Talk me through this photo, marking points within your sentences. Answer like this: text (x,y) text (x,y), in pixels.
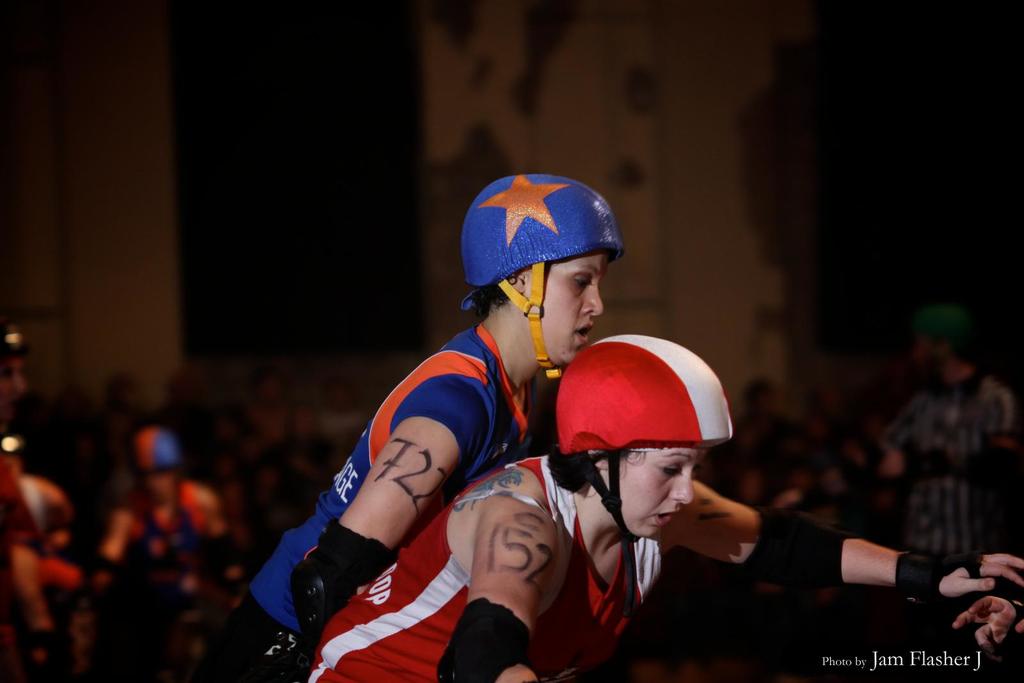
This picture shows couple of women (561,388). They wore helmets (663,353) on their head (530,276) and we see a building (720,151) and a man (961,485) standing and few are seated.
